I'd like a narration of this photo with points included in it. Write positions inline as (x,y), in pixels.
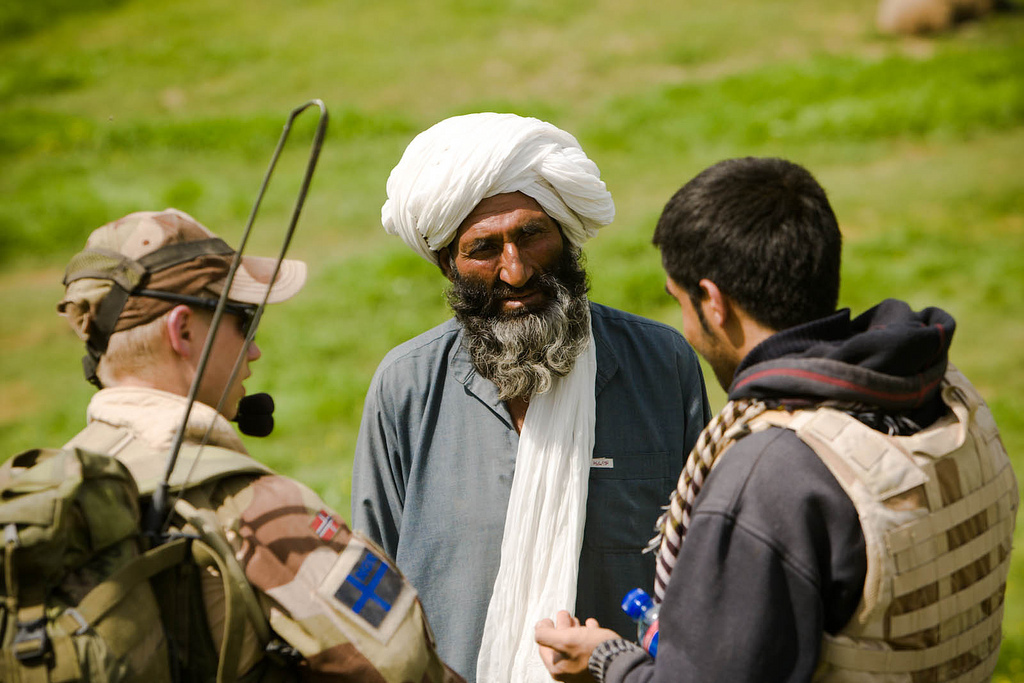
Here we can see three men (598,437) and he wore a bag (83,666). There is a blur background (297,434) with greenery (879,102).
